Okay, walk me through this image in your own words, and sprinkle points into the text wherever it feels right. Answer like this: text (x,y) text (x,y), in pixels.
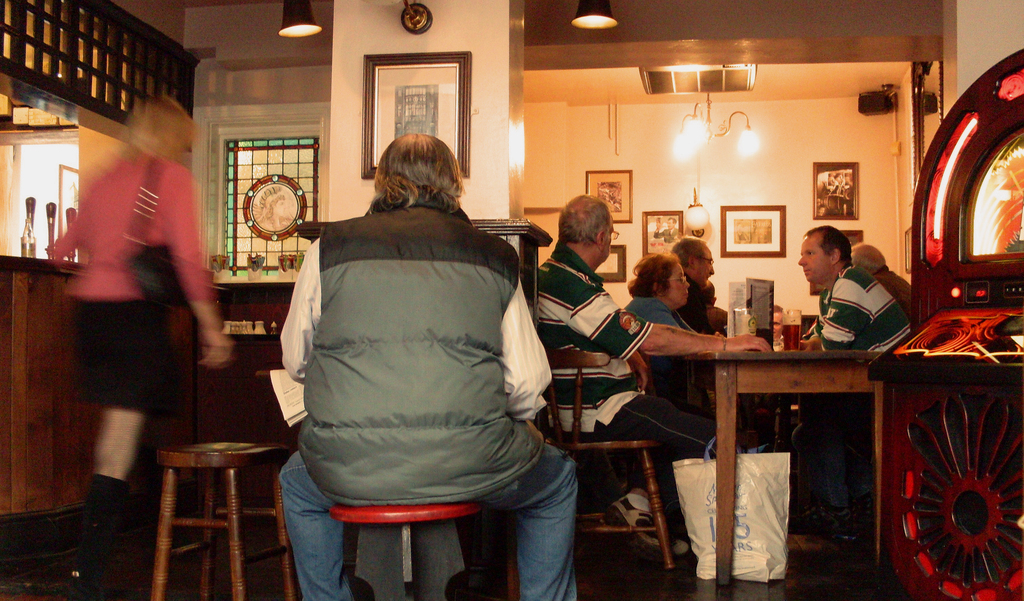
In this picture we can see some persons (451,412) are sitting on the chairs (334,507). This is table (878,418). On the table (842,350) there are bottles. On the background (612,161) there is a wall (684,210) and these are the frames (845,183). And this is light (691,129).
